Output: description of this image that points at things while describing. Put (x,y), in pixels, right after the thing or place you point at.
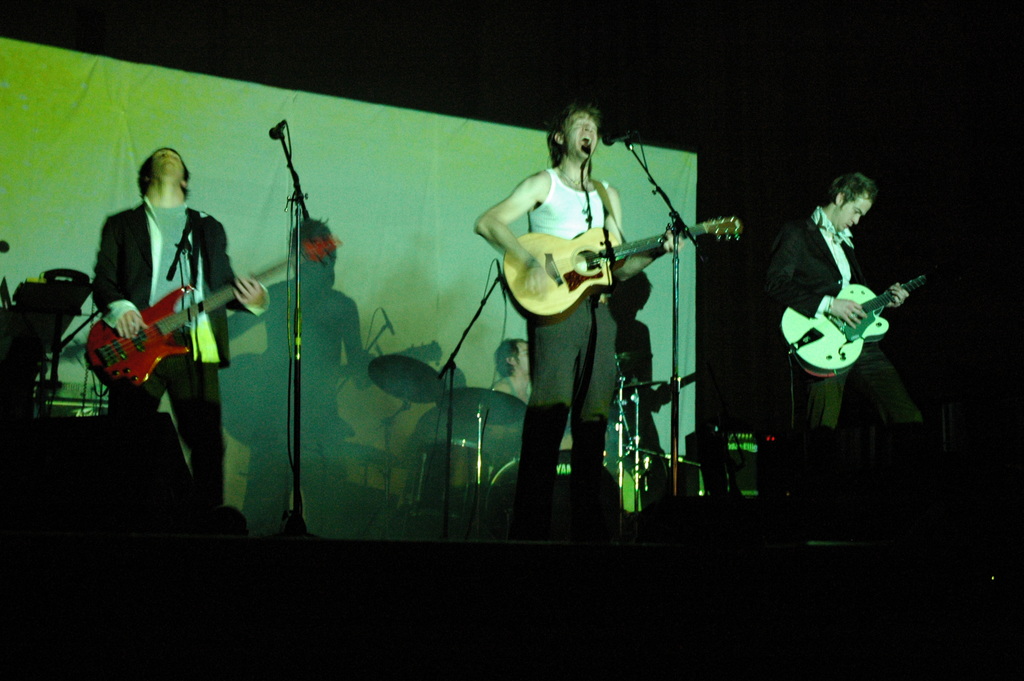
In this image we can see this three persons (569,186) are holding a guitar (565,273) in their hands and playing it. This man (562,236) is singing through the mic (616,138). In the background (481,424) we can see a man (527,389) playing drums (491,472). This is the banner (389,226).
